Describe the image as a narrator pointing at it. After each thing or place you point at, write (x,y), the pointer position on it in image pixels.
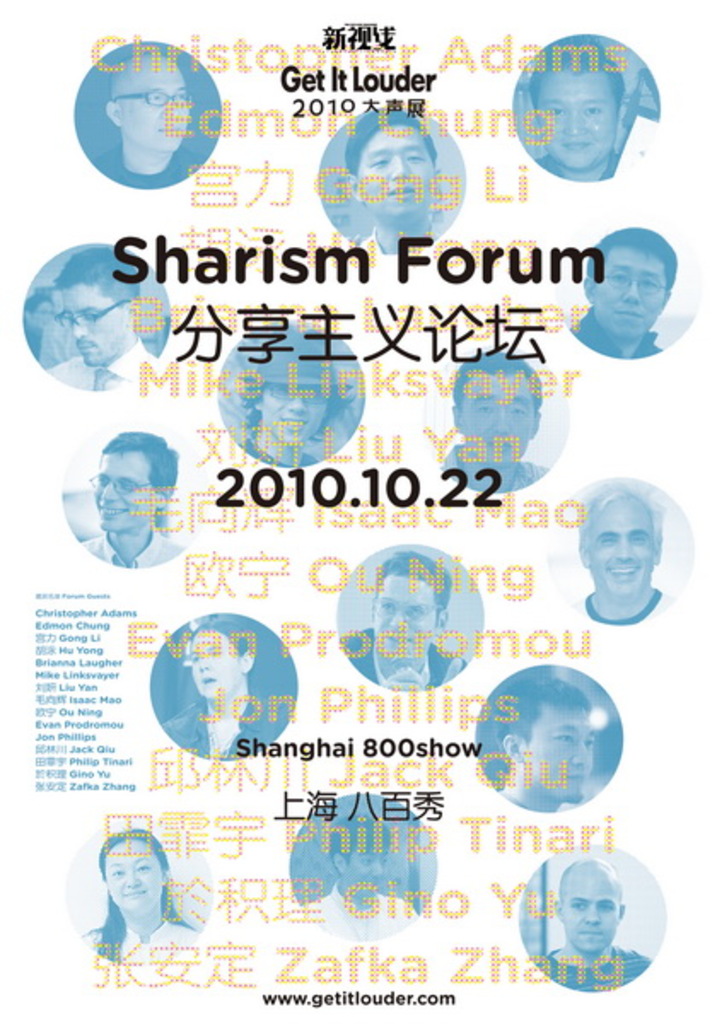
In this image on a poster (409,459) there are pictures (351,208) of many people (367,194). There are text (378,180) all over it.
